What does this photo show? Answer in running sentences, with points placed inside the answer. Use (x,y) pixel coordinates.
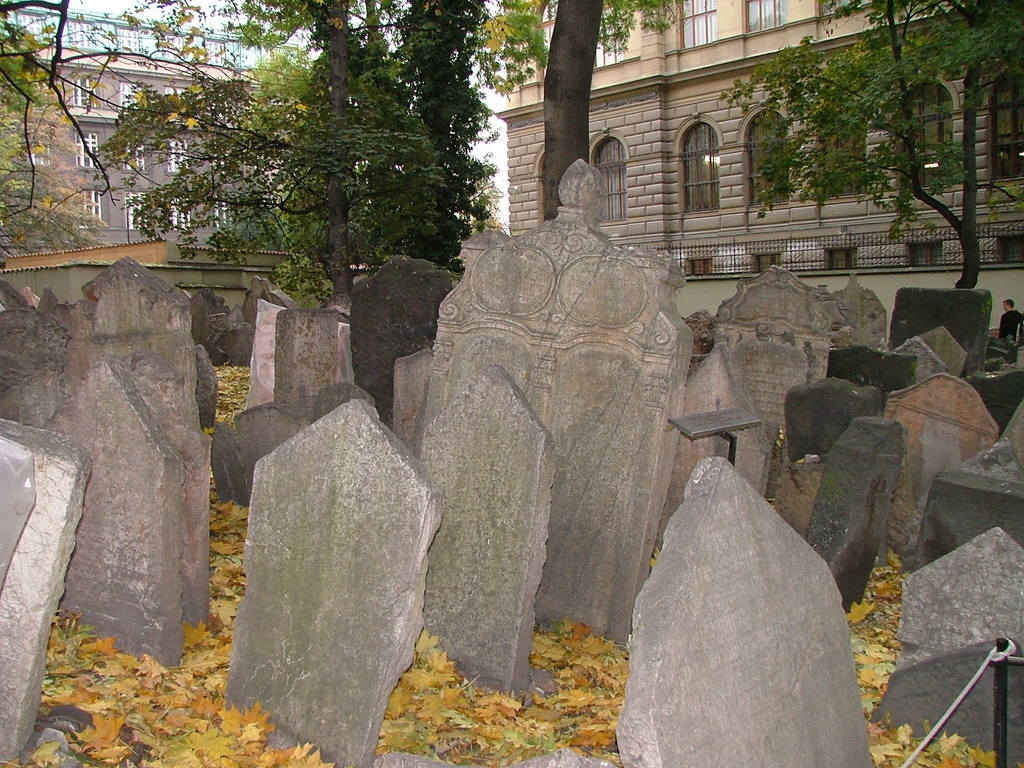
In this image at the bottom (713,610) there are some cemeteries (525,632) and leaves (198,683), and in the background (447,146) there are some houses (654,173) and trees (878,179) and also there is one person (1007,331).
